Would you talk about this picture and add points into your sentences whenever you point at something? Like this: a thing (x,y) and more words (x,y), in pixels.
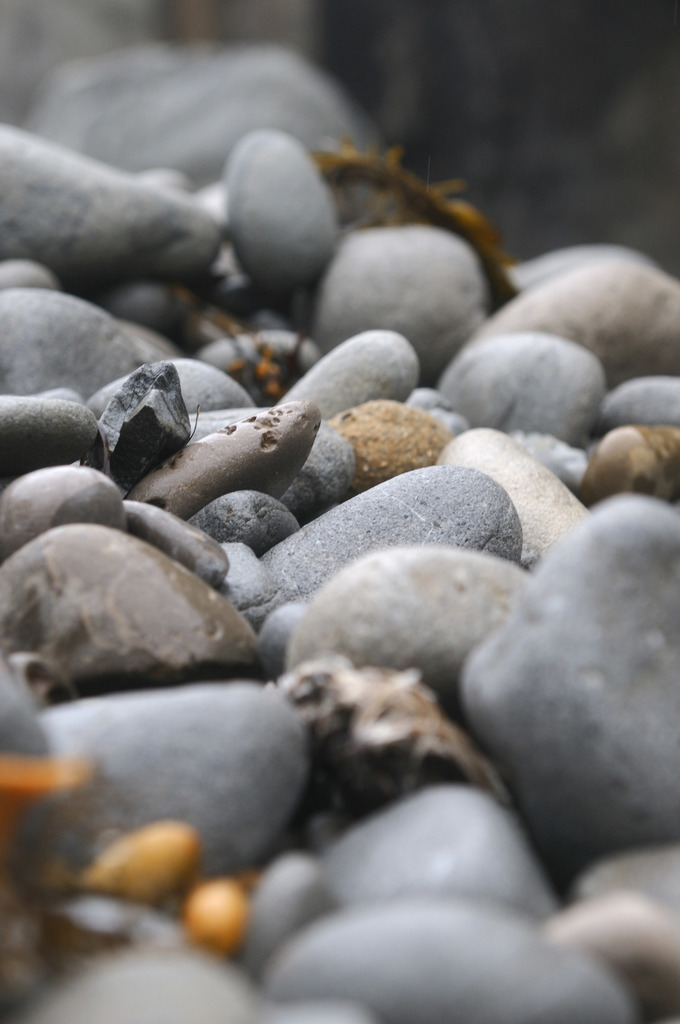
The picture consists of pebble stones (369,373). At the top (190,61) and at the bottom (258,971) it is blurred.
